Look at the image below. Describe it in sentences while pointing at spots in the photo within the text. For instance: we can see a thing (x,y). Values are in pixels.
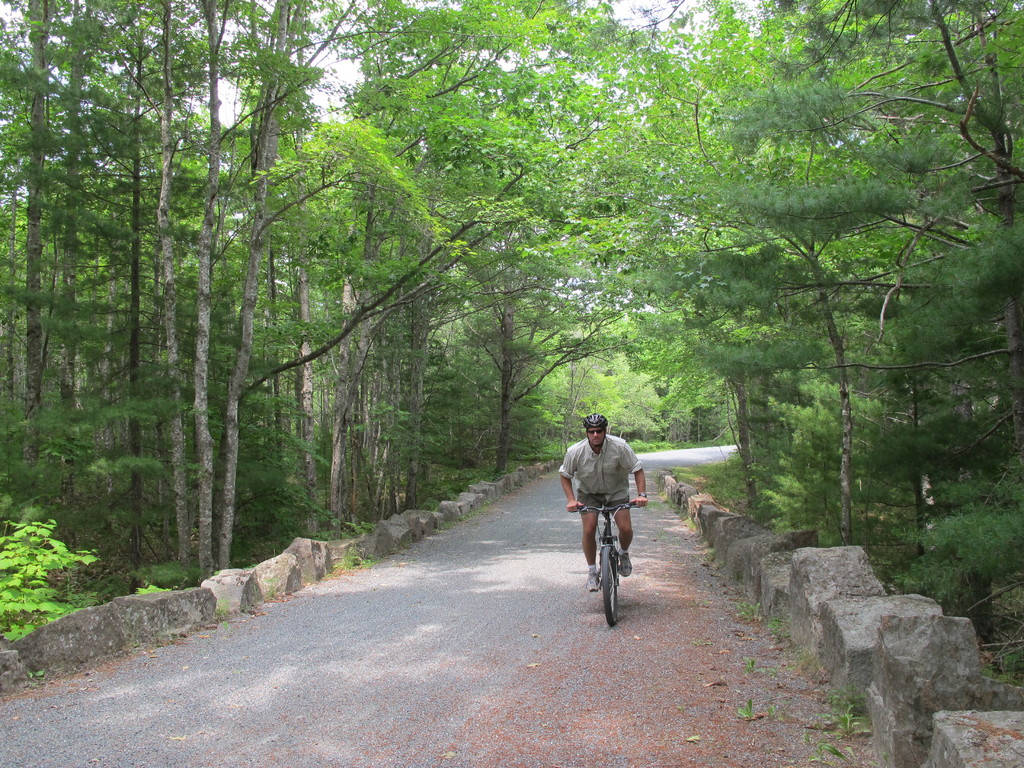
In this image I can see a person (607,491) sitting on the bicycle (608,562). I can see the road (374,637). On the left (195,361) and right side (796,201), I can see the trees (404,281).
